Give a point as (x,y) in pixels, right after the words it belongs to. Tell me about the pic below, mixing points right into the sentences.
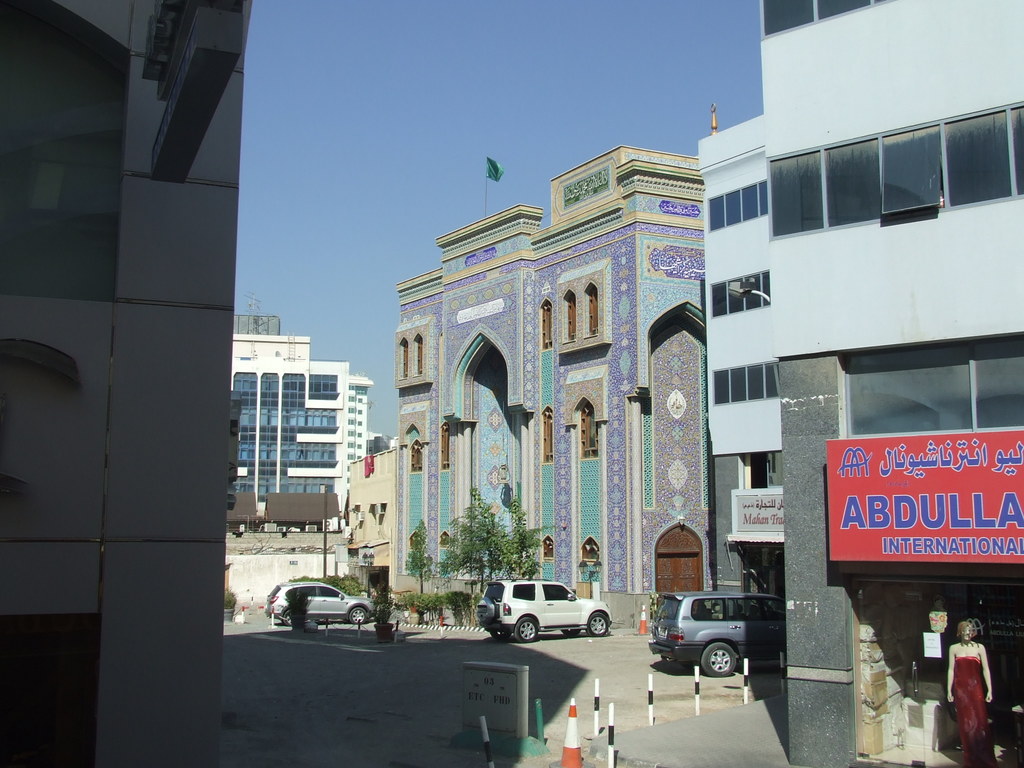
In this image we can see few buildings (638,454), vehicles (607,619) on the road (674,699), few rods (537,719), trees (459,572), a flag (497,169) on the building (549,378), a mannequin (962,663), boards (935,509) with text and the sky (462,156) in the background (447,126).
